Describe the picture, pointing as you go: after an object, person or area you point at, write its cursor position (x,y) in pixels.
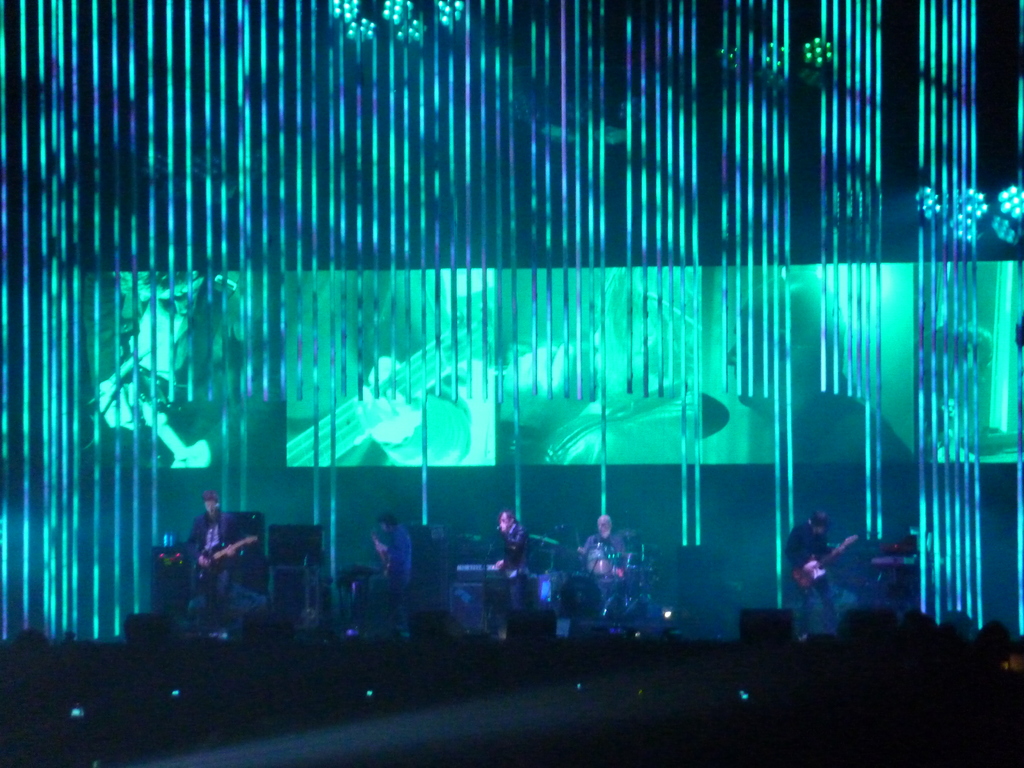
This image looks like it is clicked in a concert. There are five persons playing music on the dais (514,641). In the background (423,348), there is a big screen (711,359). At the bottom (85,680), it looks like there is a crowd (643,696).
